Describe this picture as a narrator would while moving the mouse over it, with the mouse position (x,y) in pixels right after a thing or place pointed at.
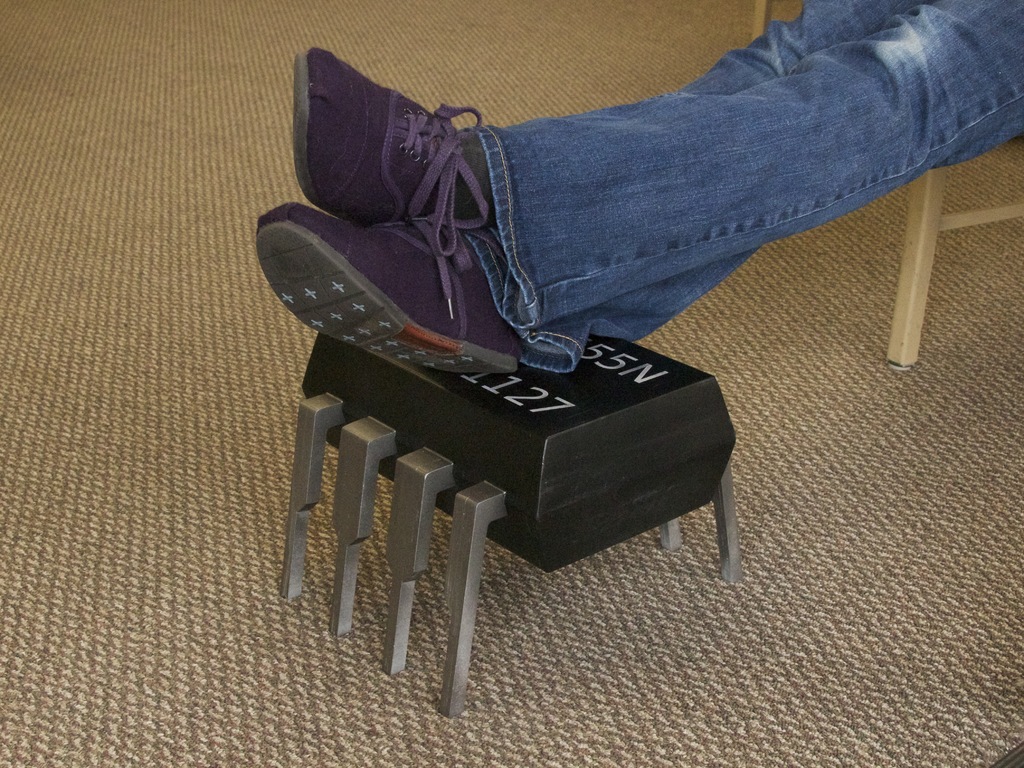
In this image there is one person's legs (649,256) are visible, and he is keeping legs (564,265) on some box (596,446). At the bottom (876,589) there is floor (948,415), in the background (910,216) there are chairs (924,229).
